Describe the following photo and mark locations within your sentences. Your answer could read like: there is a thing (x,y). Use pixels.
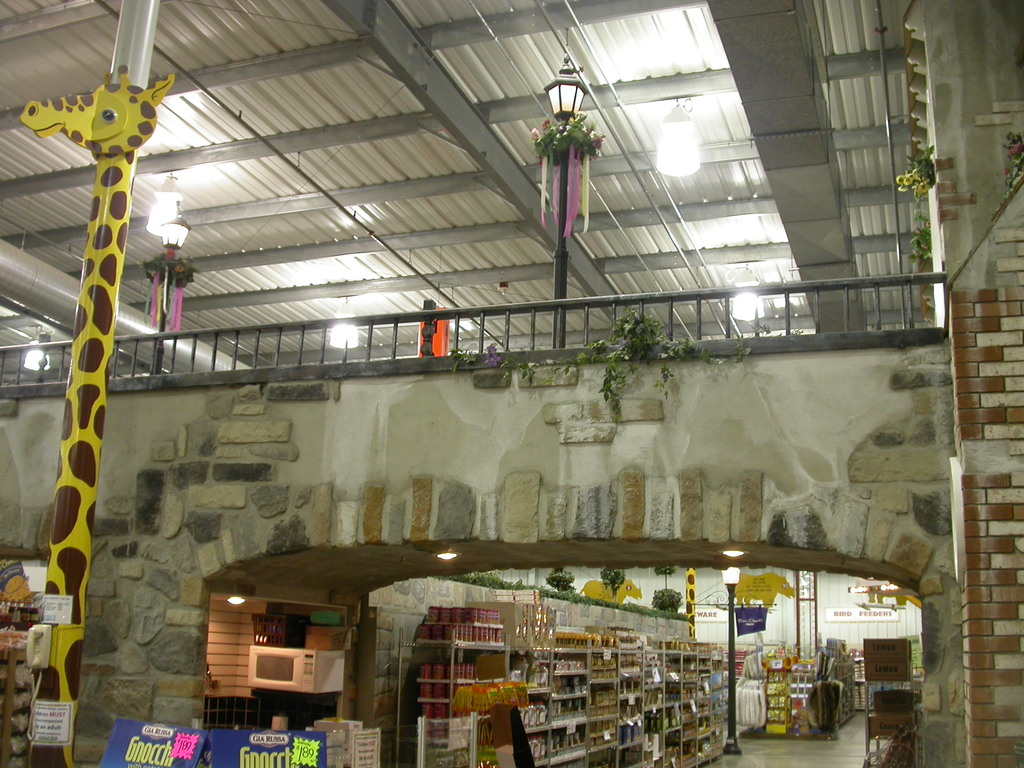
In this image I can see many boards (275,745), poles (50,563) and the store (537,742). I can see many objects (662,724) in the store (305,414). I can see the railing (433,358), many poles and the lights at the top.
